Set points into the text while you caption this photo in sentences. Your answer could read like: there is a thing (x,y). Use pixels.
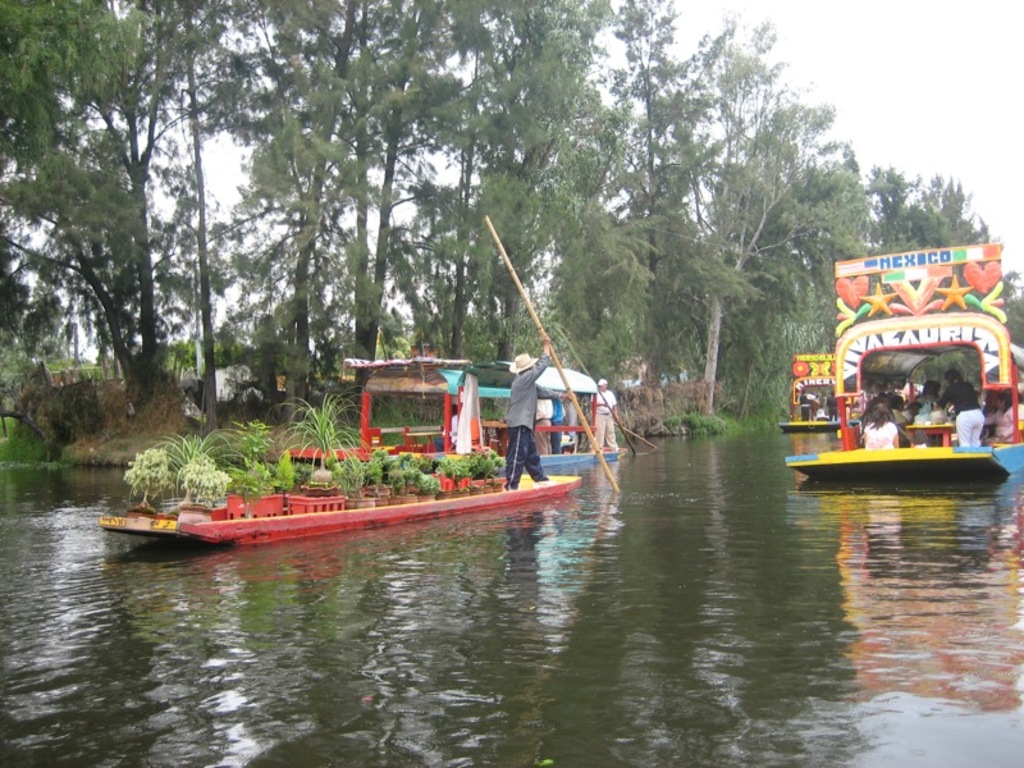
In this image there are a few people (1002,412) standing and there are a few people (1021,405) sitting on the boat (948,447) in the water (782,492). There is a person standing on the boat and he is holding the wooden pole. Behind him there are flower pots (390,486). In the background of the image (494,263) there are trees (174,361), buildings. At the top of the image (906,33) there is sky (915,27).
